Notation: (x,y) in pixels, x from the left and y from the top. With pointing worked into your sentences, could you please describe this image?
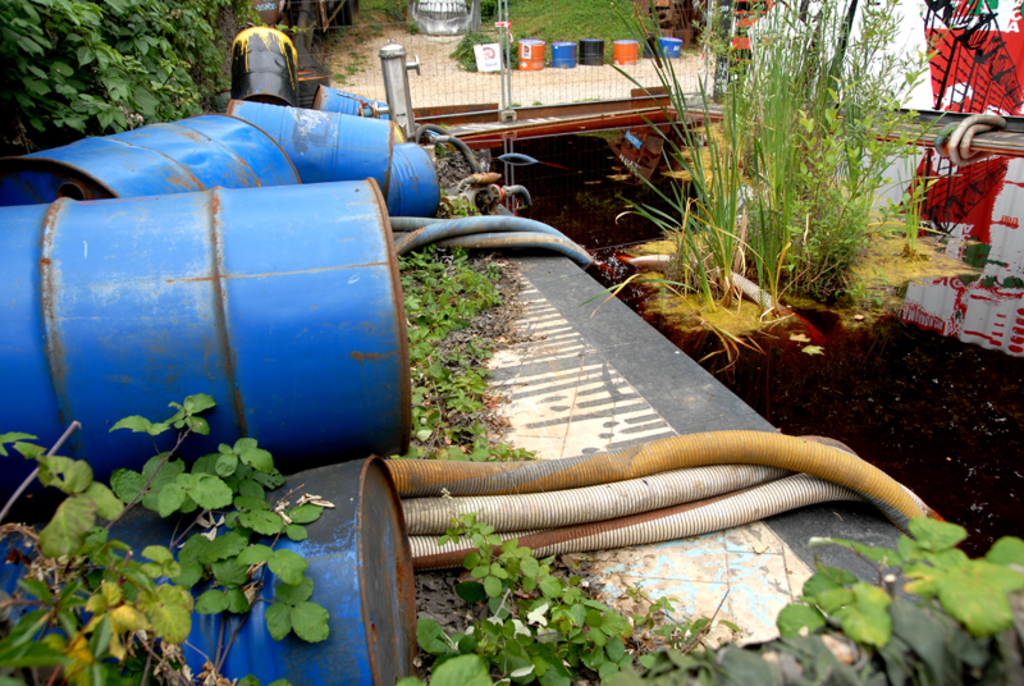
In this image we can see leaves (207,534), trees (93,115), cylindrical drums (268,326), pipes (535,476), water (704,346) and plants (675,208). On top of the bridge (565,105) we can see a few objects (486,55) and there's grass (583,13) on the surface (566,28), on the other side of the plant (805,143) there is metal wall (944,82).
